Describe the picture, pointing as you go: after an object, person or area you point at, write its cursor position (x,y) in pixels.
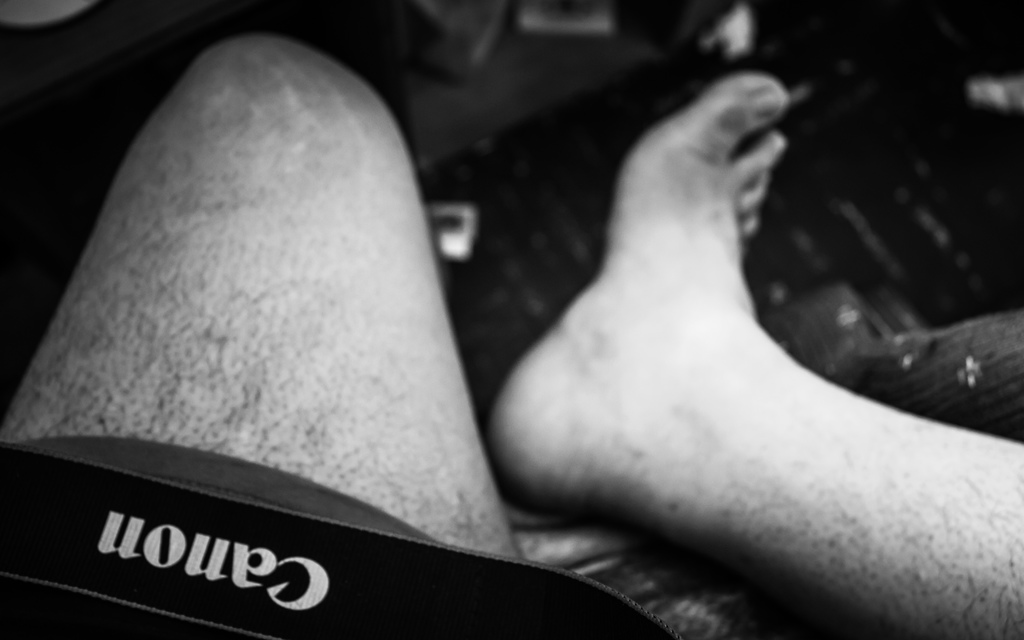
In the image there are persons legs (646,400). To the bottom left of the image (87,526) there is a black object (135,502) with Canon on it.
